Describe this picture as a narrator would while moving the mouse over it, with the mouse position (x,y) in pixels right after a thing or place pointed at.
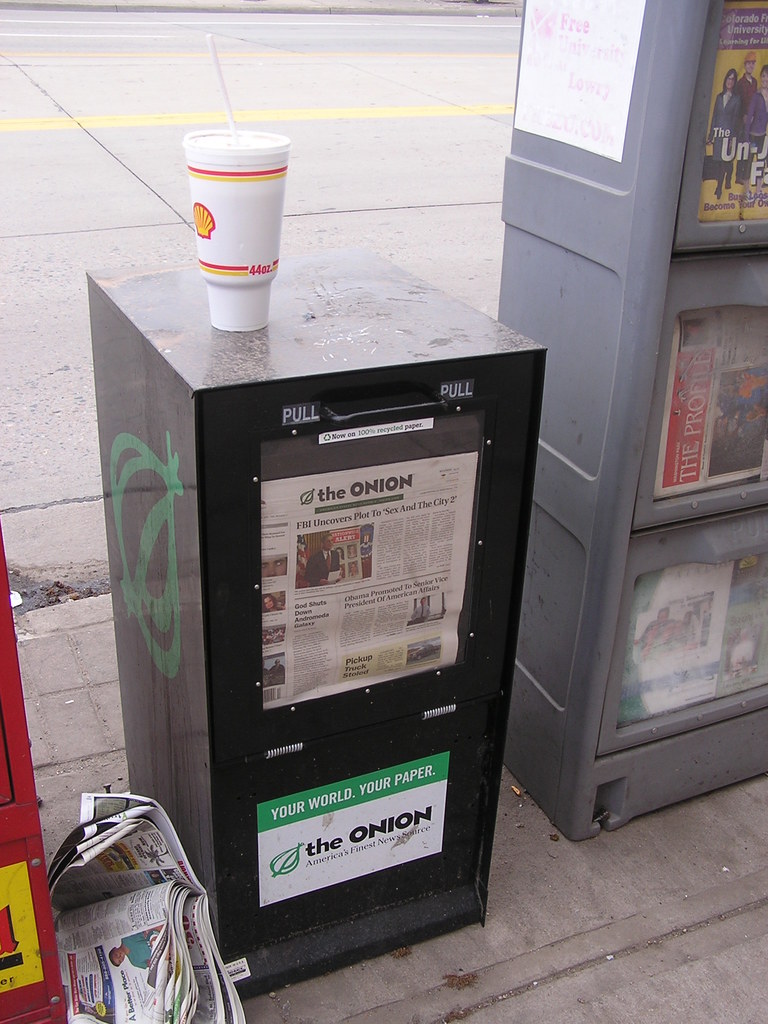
In this picture we can see a glass (252,271) with a straw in it, cupboards (214,788) on the ground (55,645), book (201,957), posters (727,460) and in the background (209,54) we can see the road (406,201).
